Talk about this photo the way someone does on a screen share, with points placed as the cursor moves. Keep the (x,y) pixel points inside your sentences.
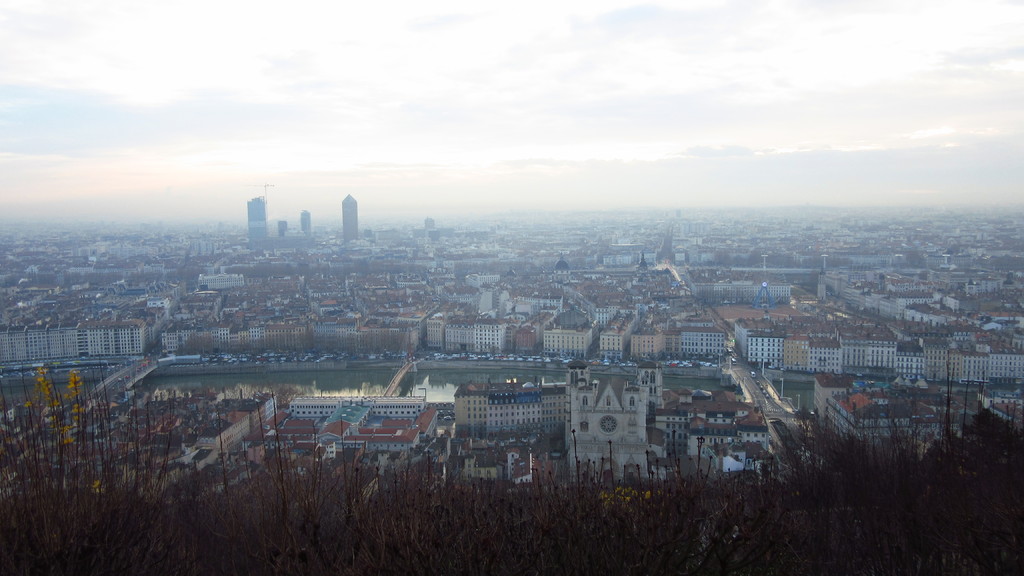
In this image I can see few plants (600,508), few buildings (366,443), the water (271,383), few bridges (751,395), few vehicles (696,364), few roads (761,411) and the ground (743,308). In the background (471,211) I can see few buildings (283,247) and the sky (598,95).
